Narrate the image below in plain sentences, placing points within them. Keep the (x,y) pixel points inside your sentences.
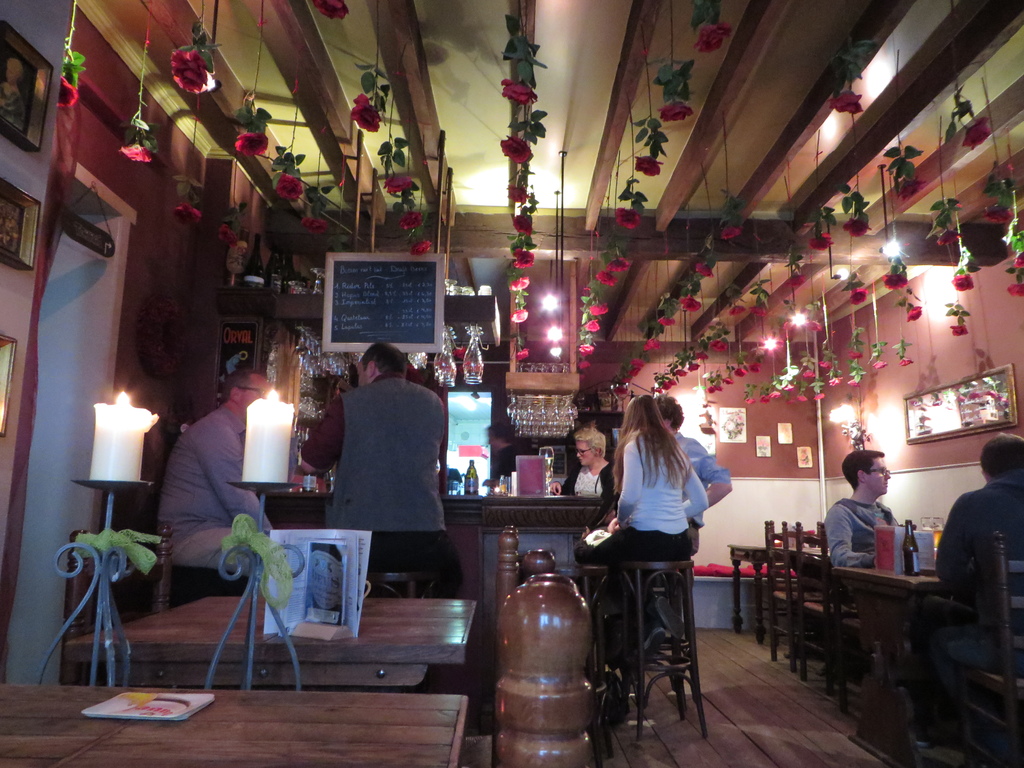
In this picture I can observe some people (660,496) sitting on the stools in front of the desk (549,518). On the right side (974,609) there are two members (870,524) sitting in the chairs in front of their table (877,576). I can observe some flowers (377,100) hanged to the ceiling (491,93). In the background (771,443) there is a wall (715,424) on which I can observe some photographs (741,425).
